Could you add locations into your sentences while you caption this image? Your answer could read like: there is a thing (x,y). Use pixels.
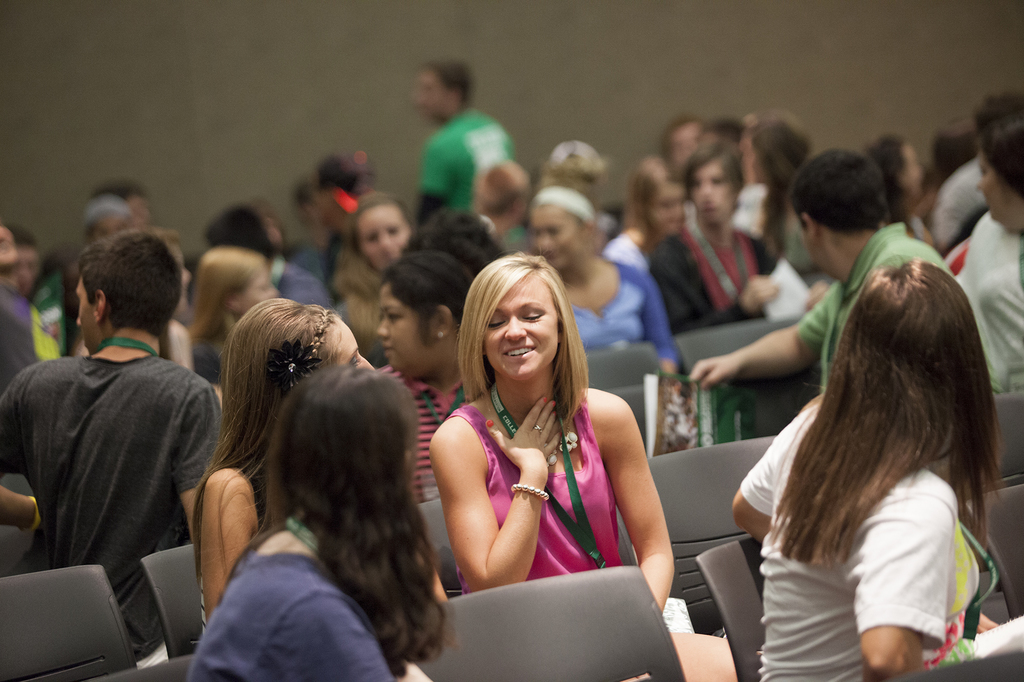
In this picture there are group of people (378,641) sitting on chairs (569,594). In the center (613,430) there is a woman (601,421) wearing pink clothes (545,544) and a ID card (576,526). Beside her, there is another woman (257,447).
